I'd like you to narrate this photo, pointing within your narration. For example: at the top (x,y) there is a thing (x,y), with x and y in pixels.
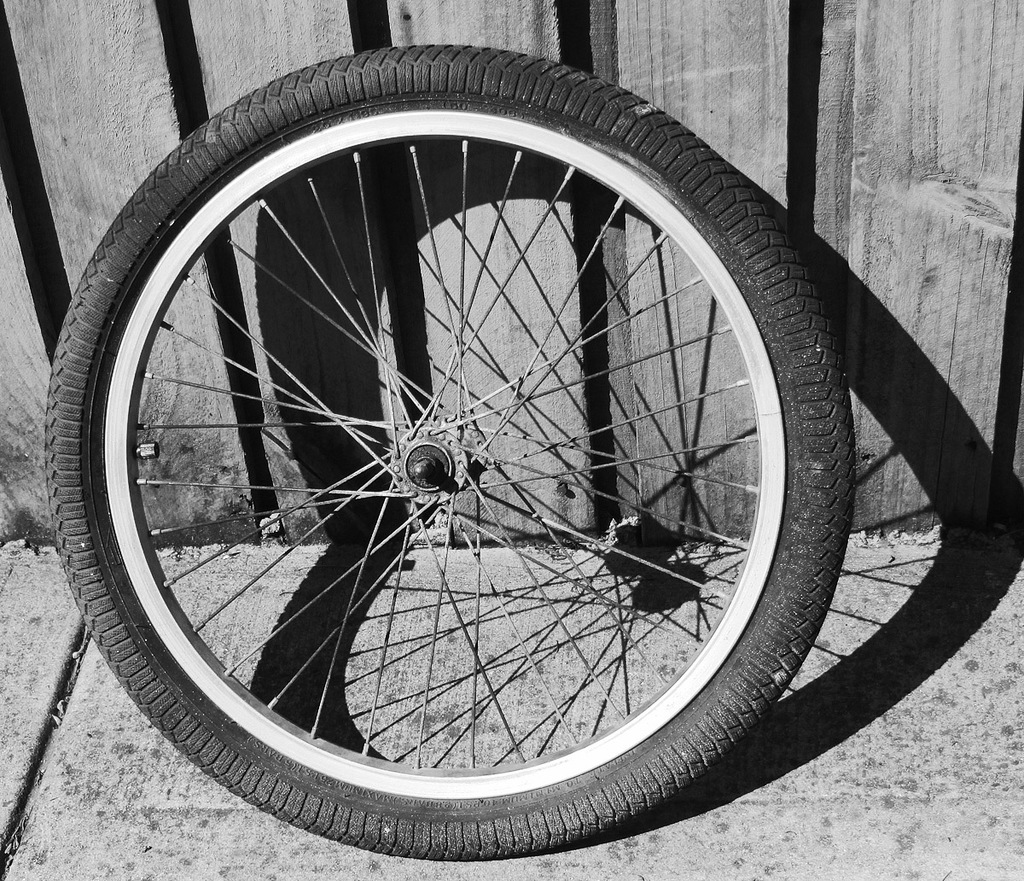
In this picture I can see there is a wheel (502,537) and it has spokes (393,448), tire (106,572), rim (139,593) and there is a wooden wall (749,433) in the backdrop (682,326).
